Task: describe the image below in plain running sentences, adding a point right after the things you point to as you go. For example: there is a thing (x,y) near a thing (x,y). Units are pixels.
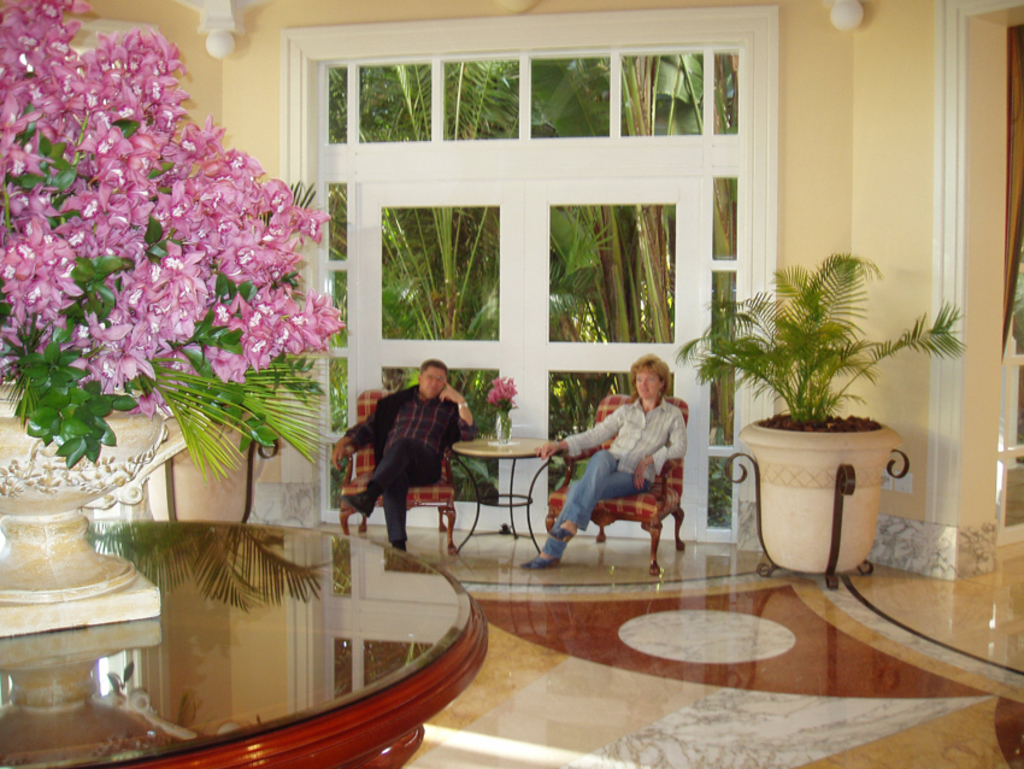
In this image i can see inside view of a building (444,205), and on the left side (263,234) i can see a flower pot (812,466) and there is a plant (52,419) on flower pot (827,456). And back side of the window (504,253) there are some trees (422,242). In front of the window (444,347) there is a chair (435,495) with red color and man (410,481) sit on chair (419,488) wearing a black pant (411,449). Beside him there is a table (492,445). On the table (483,454) there is a flower pot (497,414). And flowers (494,393) are visible. Beside it there is another chair (644,509) with red color a woman (632,473) sit on it. And she is wearing a white color t-shirt (656,423). And on the left side (262,575) i can see a round table (310,691), it shiny and there is a flower pot (16,475). on the flower pot (69,406) i can see a plant (164,119).
